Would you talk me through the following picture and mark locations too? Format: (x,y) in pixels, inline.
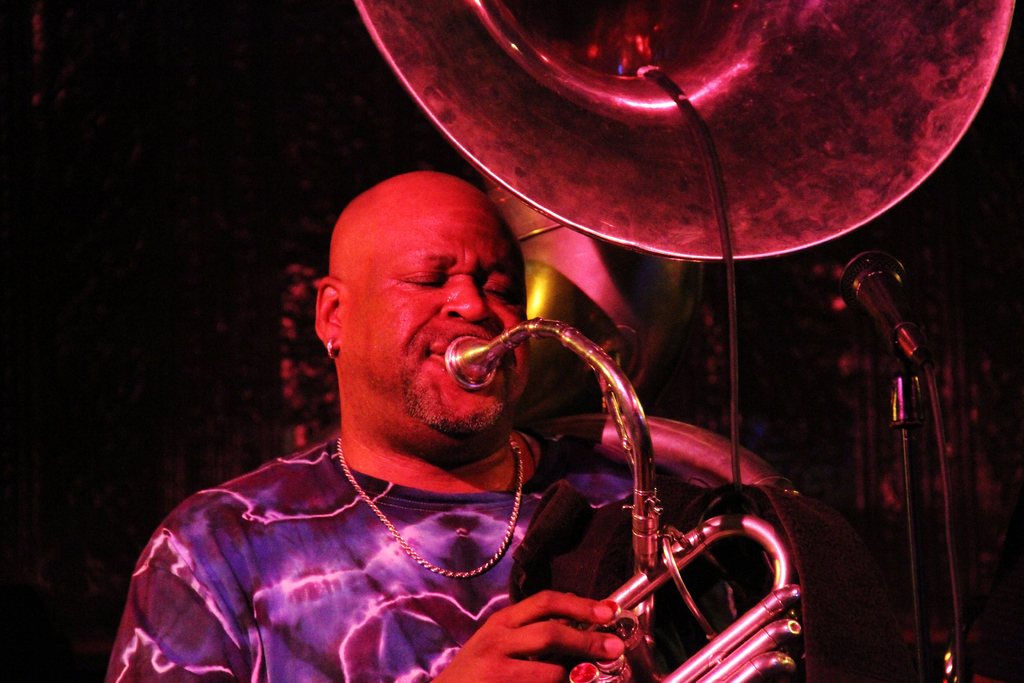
This image is taken inside the room (825,466). In the middle of the image (360,282) a man (352,474) is standing and playing the music with a musical instrument (606,200). In the right side of the image (891,324) there is a mic (896,306).
